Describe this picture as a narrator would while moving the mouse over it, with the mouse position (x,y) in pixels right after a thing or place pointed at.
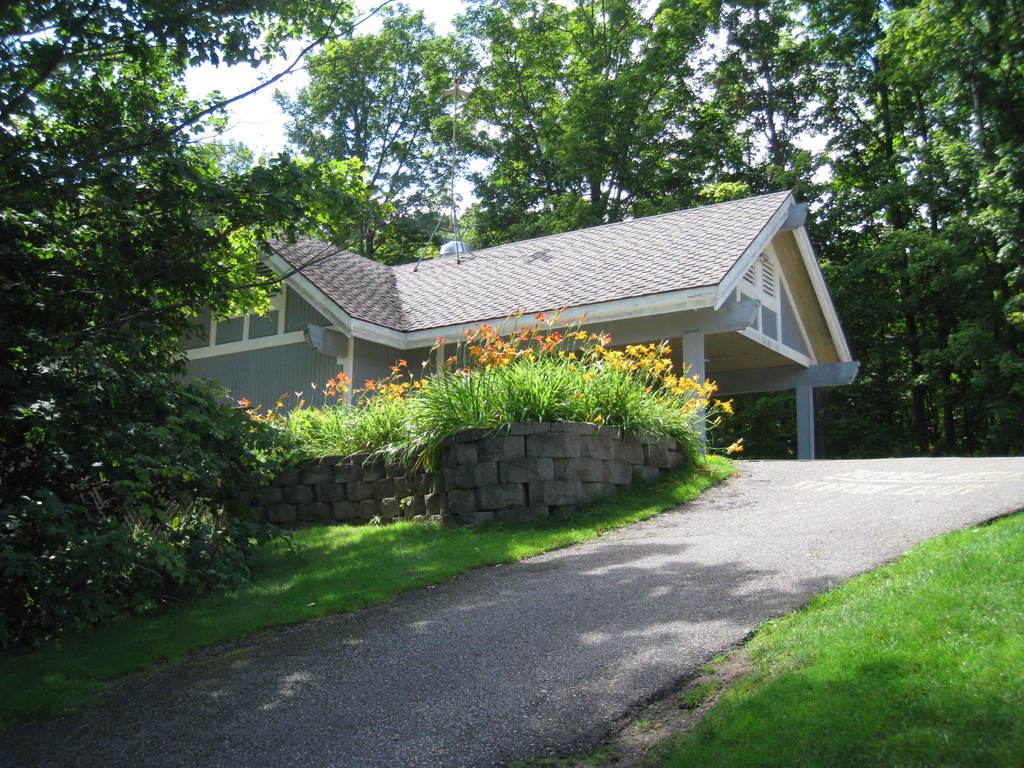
There is a road (544,665) at the bottom of this image (518,584). We can see a house (365,360) and rocks (411,459) in the middle of this image (590,276). There are trees (214,267) in the background (894,219).
